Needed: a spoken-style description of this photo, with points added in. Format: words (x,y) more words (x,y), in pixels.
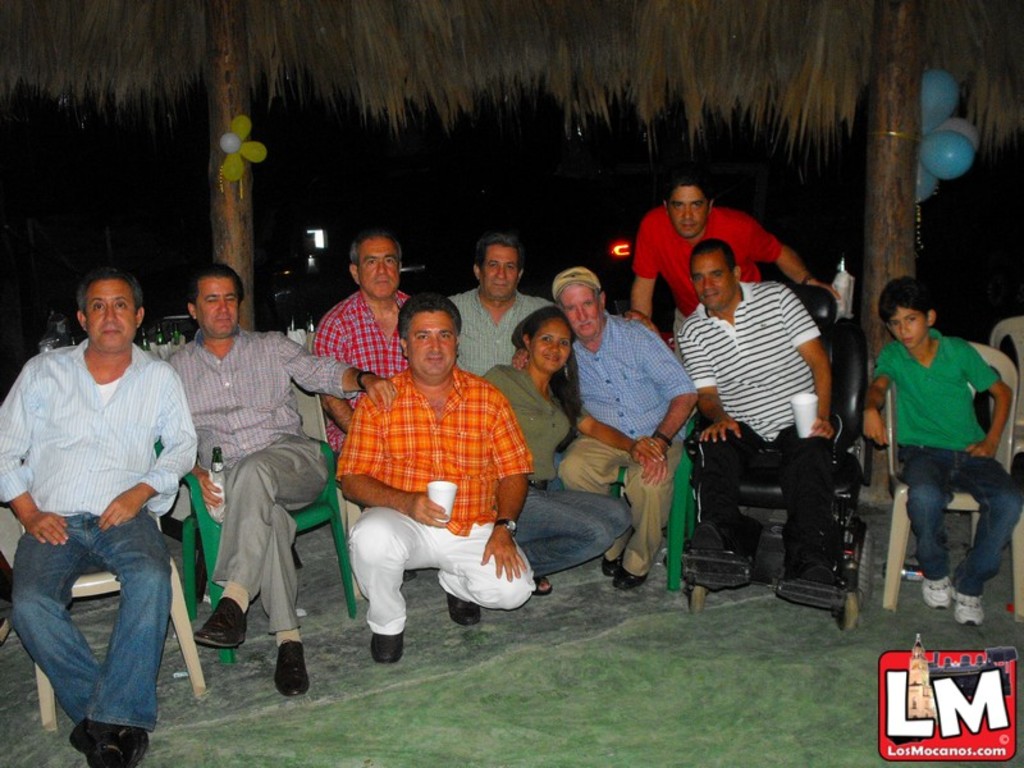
In the foreground of this image (446,431), there are few persons (515,468) sitting on the chairs (196,484) on the ground (681,663). On the top (224,62), we see two pillars (226,46) and few balloons (938,149) attached to it.
